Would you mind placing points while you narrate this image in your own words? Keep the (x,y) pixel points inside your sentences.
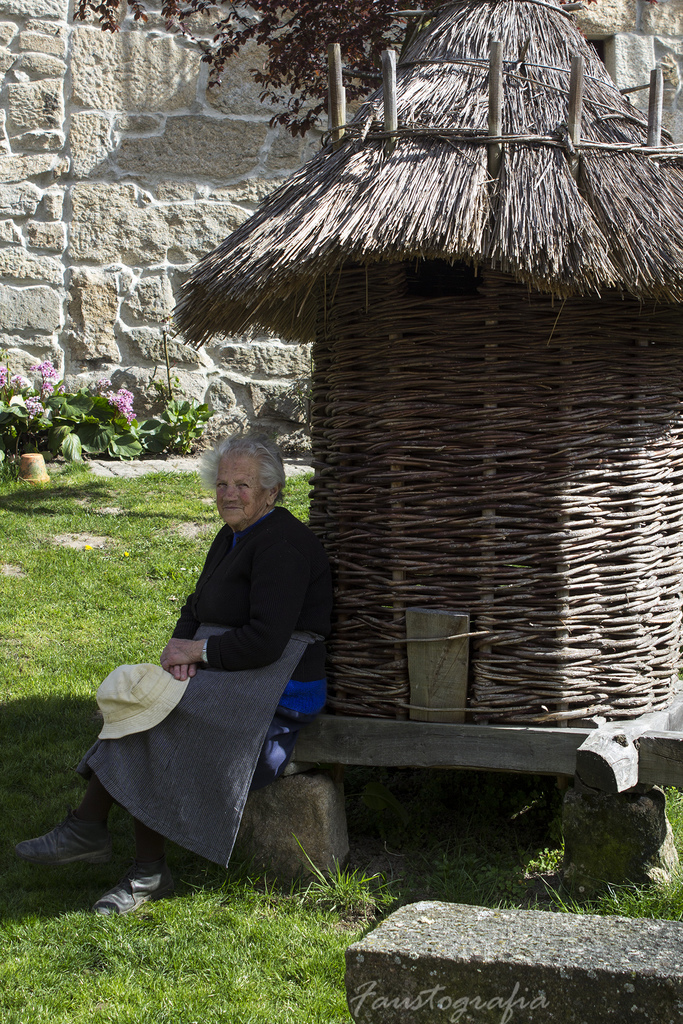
In this image, we can see a person (195,841). We can see the ground (173,869) covered with grass (67,579). We can also see some stones (596,995), plants (77,409) and flowers (38,412). We can also see the wall (140,112). We can also see a hut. We can also see some leaves (396,0) at the top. We can see some text (368,993) at the bottom (467,1002).
